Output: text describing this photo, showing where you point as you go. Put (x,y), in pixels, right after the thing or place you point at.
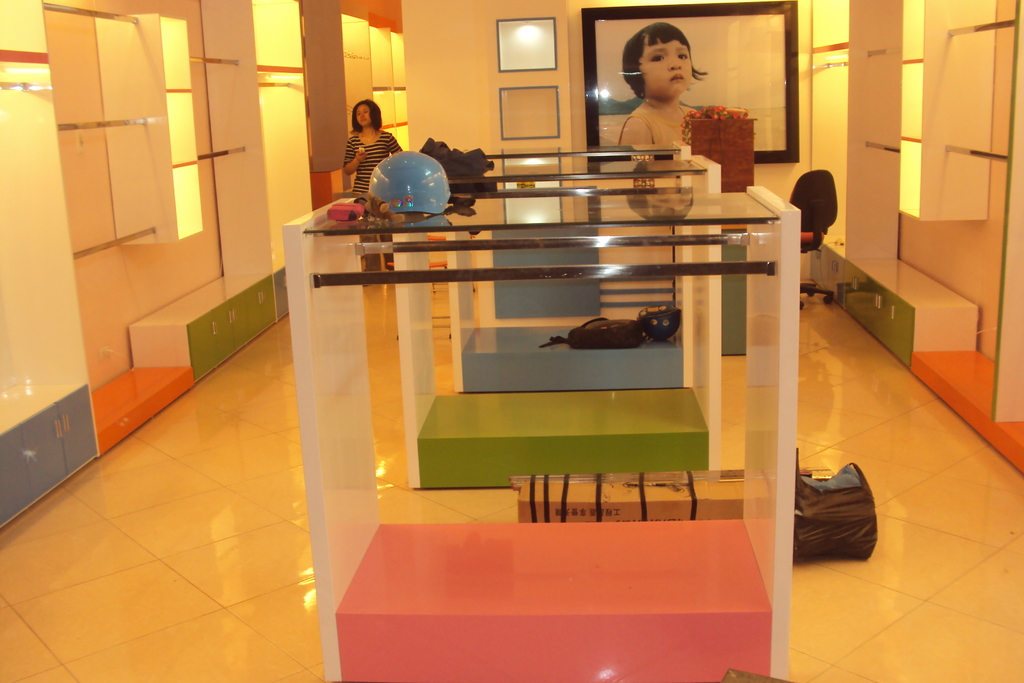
This image is clicked in a room (761,293). There are frames (780,26) on the backside (648,126). There is a woman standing on the left side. There is a bag (857,522) in the right side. There are shelves (862,268) in the right (883,214) and left side (136,119).
